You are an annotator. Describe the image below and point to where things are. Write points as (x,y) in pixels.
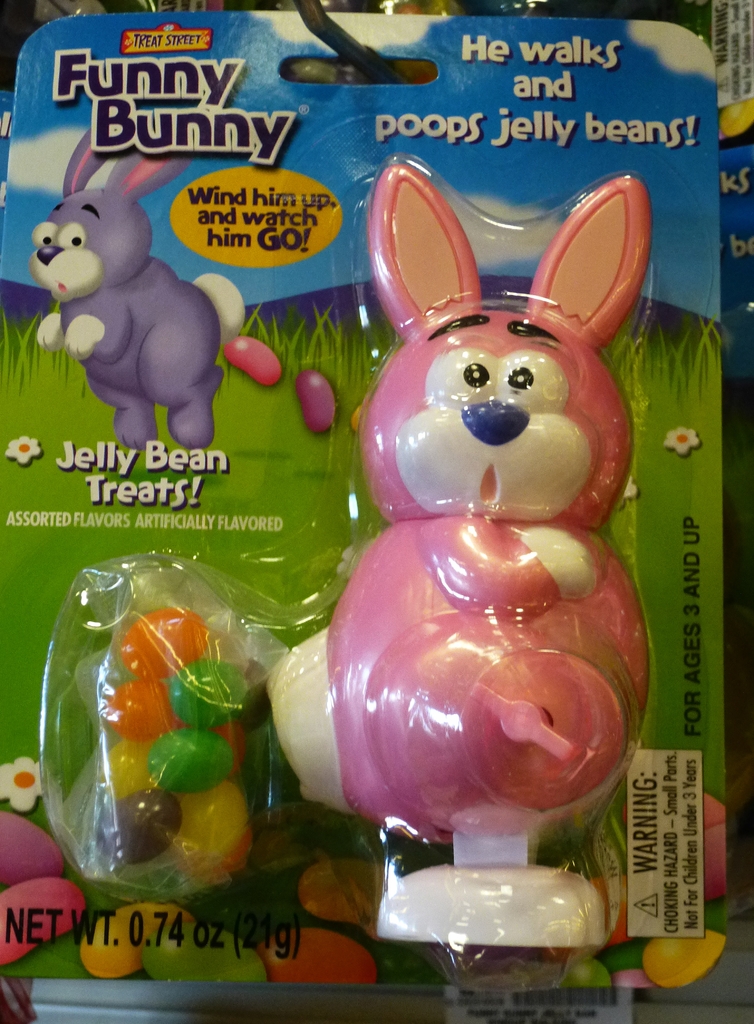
In this image I can see a toy box (527,254), in the box (492,250) there is a text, image of animal (177,419), grass (345,486), toy (359,642), small colorful balls (198,811) visible.
